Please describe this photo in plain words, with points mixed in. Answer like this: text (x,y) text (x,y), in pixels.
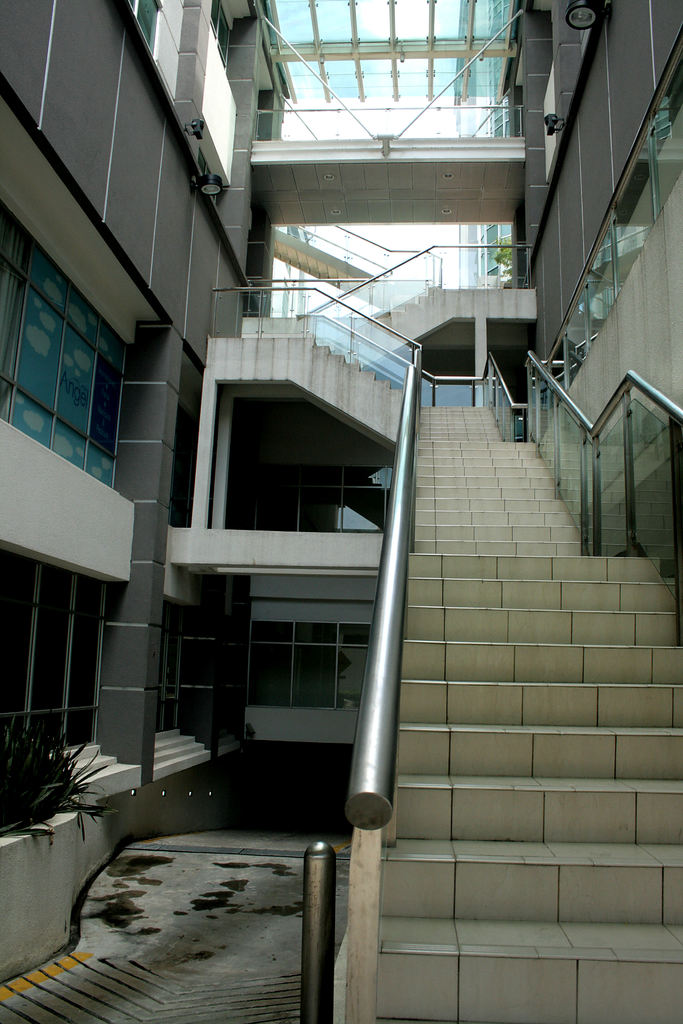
In this picture we can see a building (162,663) and rods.
